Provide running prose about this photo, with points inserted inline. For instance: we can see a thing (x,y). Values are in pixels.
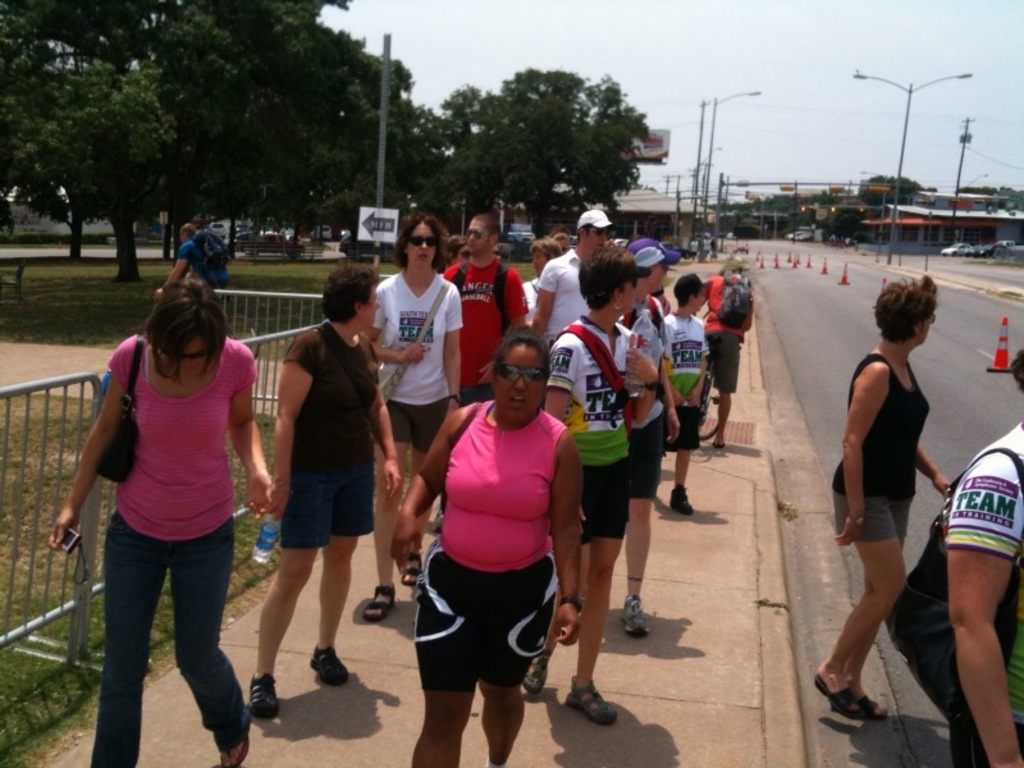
In this image there are persons (596,428) standing and holding bags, camera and water bottle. There is a road (841,362), on road (988,325) there are objects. And at the right side (899,197) there are cars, building (963,225) and street light (893,215). To the left side of the image (311,193) there are trees (432,180), fence (288,313) and man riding bicycle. And at the top (723,38) there is a sky (726,77).
